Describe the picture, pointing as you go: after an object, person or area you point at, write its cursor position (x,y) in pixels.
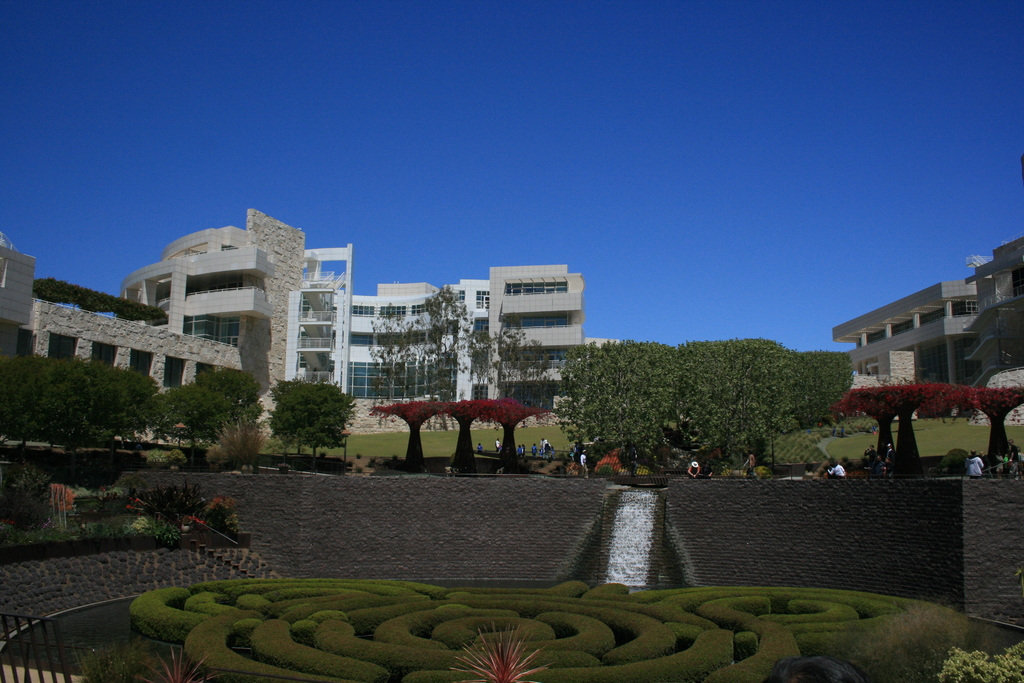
In this picture there is a beautiful house (377,290) with glass windows (171,384). On the left side (65,321) there is a granite wall (50,324). In the front (399,403) we can see some trees (931,415) and on the bottom side (359,608) there is a decorative grass plants (722,631). On the right side (998,257) there is a another house (1015,274).
